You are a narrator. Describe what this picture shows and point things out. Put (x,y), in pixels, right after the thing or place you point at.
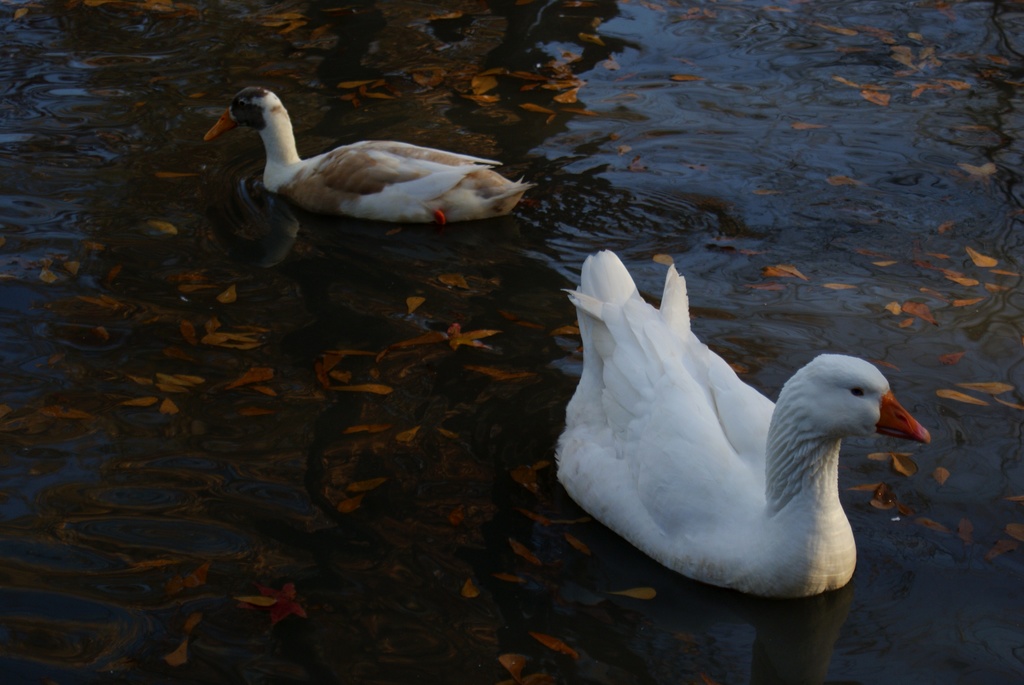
In this picture we can see water (378,452), birds (822,493) and leaves (450,331).
